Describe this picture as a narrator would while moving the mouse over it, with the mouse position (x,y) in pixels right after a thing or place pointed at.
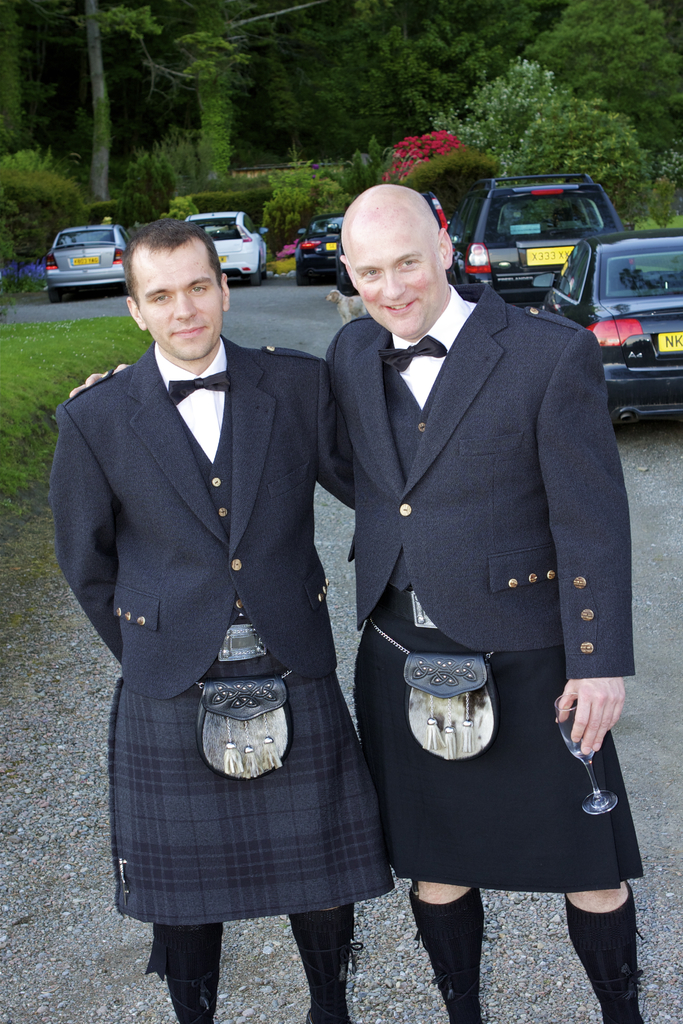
In this image I can see two persons (309,579) wearing black colored uniforms (367,565) are standing and smiling. In the background (100,353) I can see the grass (94,340), the road (256,340), few cars (675,412) on the road (312,305), few trees (354,143) and few flowers (429,146) which are red in color.
